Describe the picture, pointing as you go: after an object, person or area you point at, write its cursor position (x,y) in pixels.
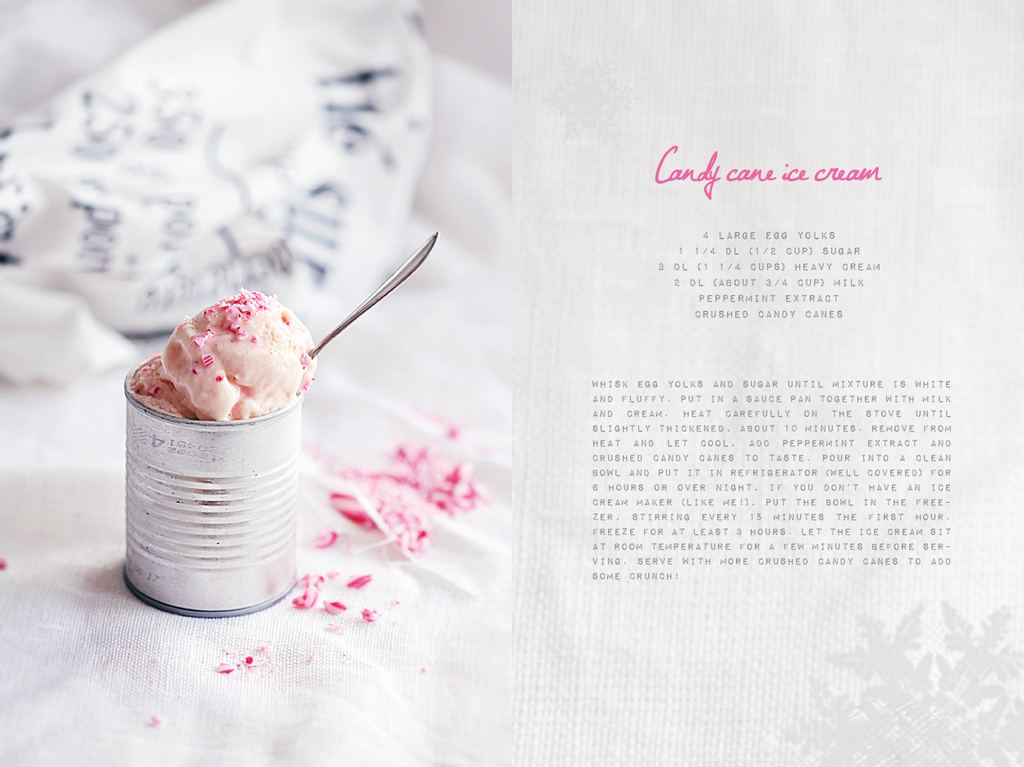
In this picture, on the right side (762,659), we can see a paper (778,681) with some text (716,295) written on it. On the left side (98,655), we can see a white colored cloth (88,682) and a tin can (139,422) with some ice cream (271,328) and spoon (347,323) in it. On the left side (221,208), we can also see another cloth (179,118) with some text (160,122) written on it.
